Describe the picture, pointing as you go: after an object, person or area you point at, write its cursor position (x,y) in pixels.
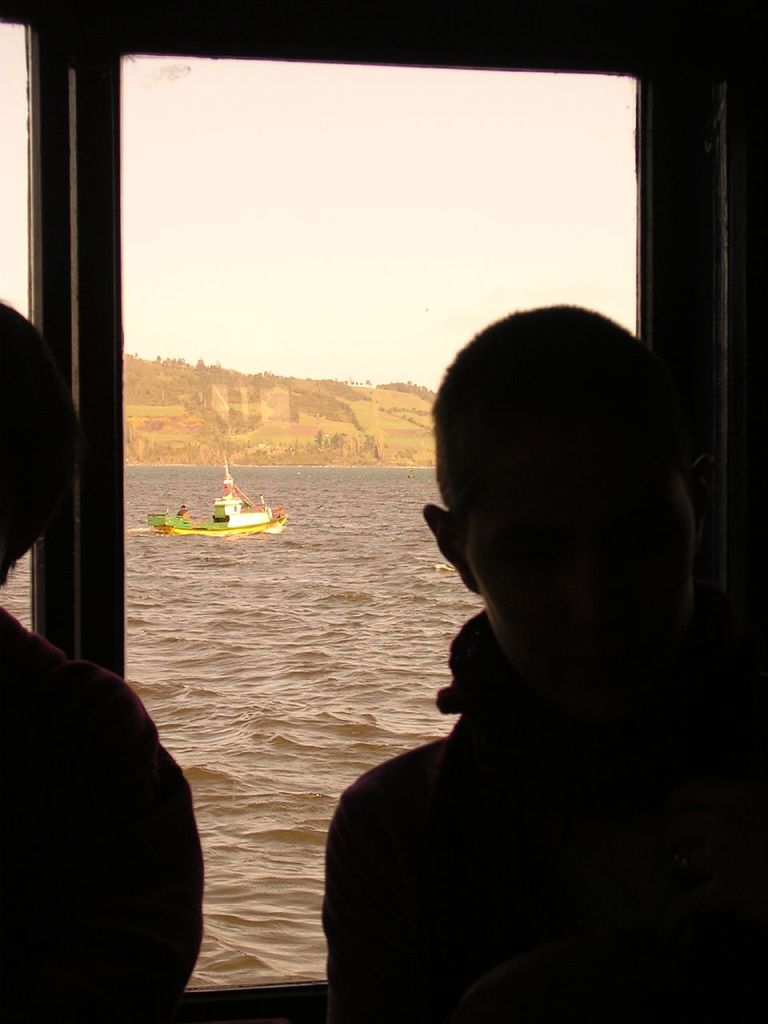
I see 2 persons (0,425) over here and it is a bit dark in the front (502,558) and in the background (251,494) I see a boat (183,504) over here and I see the water (220,601) and I see the land (233,433) over here and I see the sky (360,195).
